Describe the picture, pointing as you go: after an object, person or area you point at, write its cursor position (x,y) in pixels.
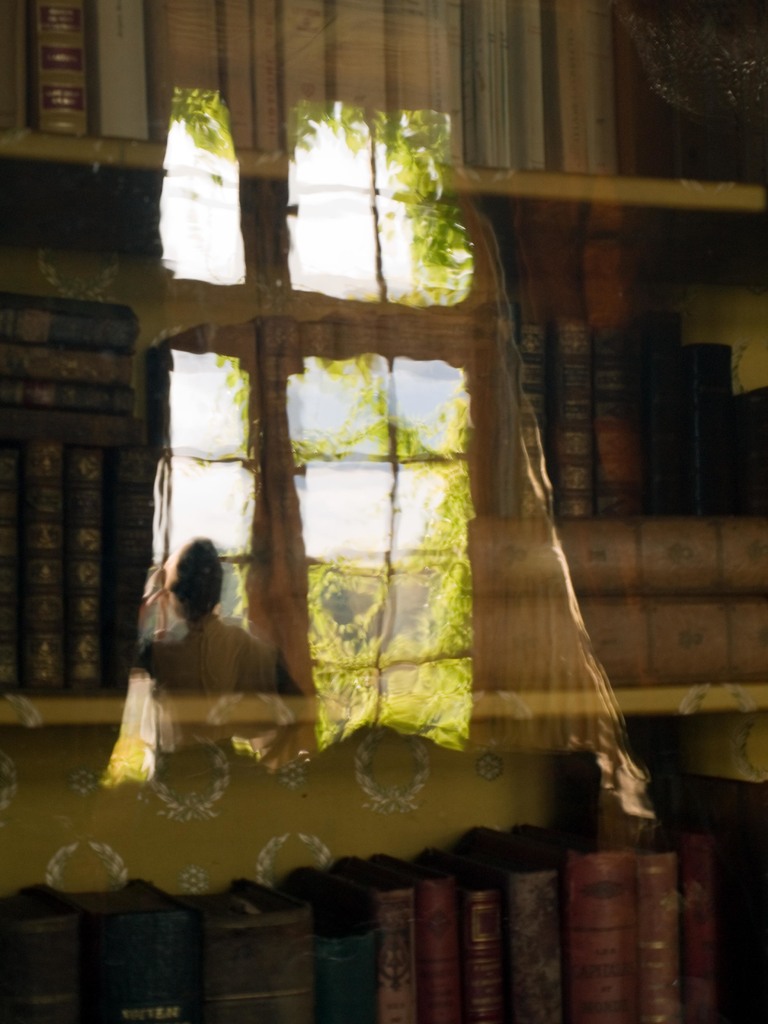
In this picture I can observe bookshelf (616,878). I can observe a reflection (374,566) in the middle of this picture (388,636). In this reflection (368,632) I can observe trees (459,477) and a person (198,592) on the left side (168,654).
